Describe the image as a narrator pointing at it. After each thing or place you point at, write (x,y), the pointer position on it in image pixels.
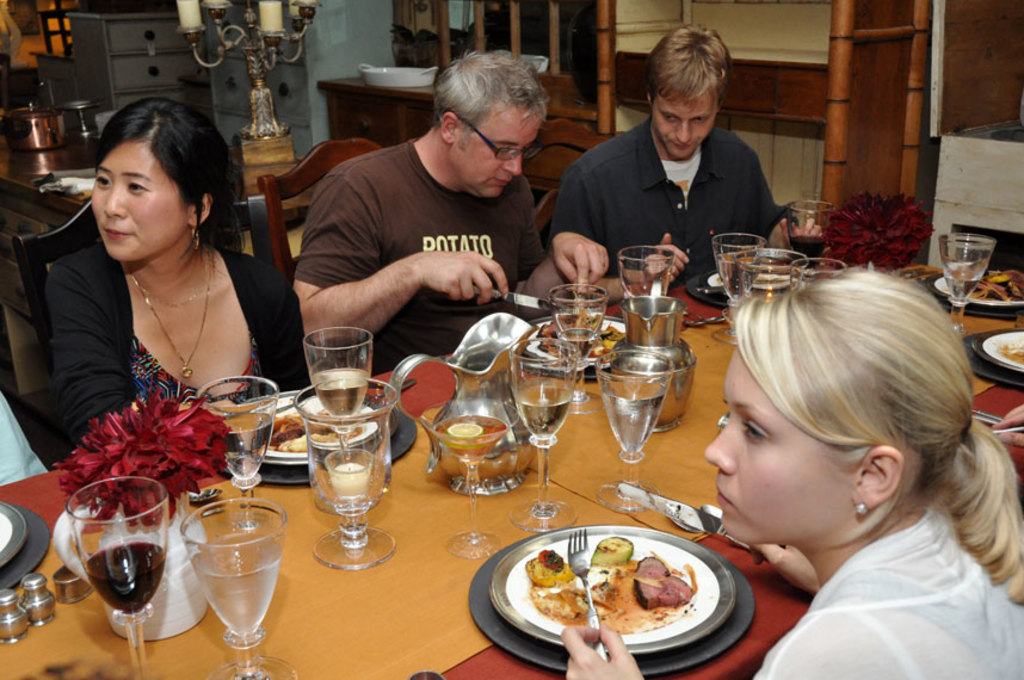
In this image we can see few persons (987,627) sitting on chairs (32,253) taking food (649,585) at a dining table (710,482). On that table (574,445) we can see food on plates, few glasses (119,484), knife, fork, flower vase (174,596). behind the people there is a cooking vessel (38,135), candle stand (261,74), table (19,153) and a tray (405,71). we can see house plant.
